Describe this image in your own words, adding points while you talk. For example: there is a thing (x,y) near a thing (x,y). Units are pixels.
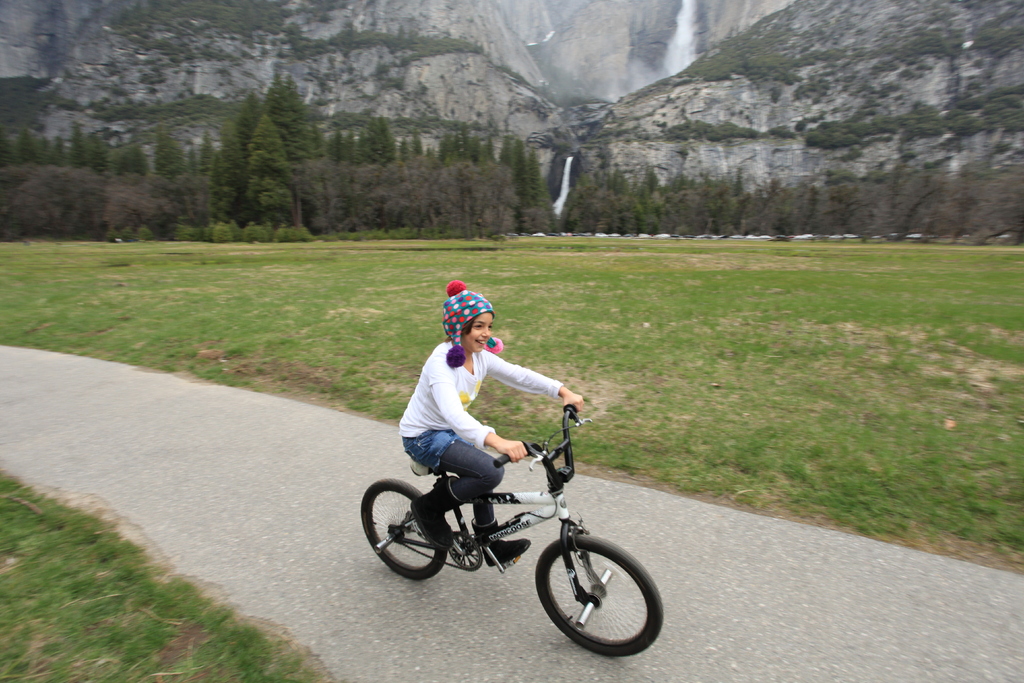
In this image in the center (434,400) there is a girl (434,400) riding a bicycle (382,488) having smile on her face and there is grass (395,339) on the ground (640,358). In the background (389,94) there are mountains (424,140) and there are trees (442,190).
